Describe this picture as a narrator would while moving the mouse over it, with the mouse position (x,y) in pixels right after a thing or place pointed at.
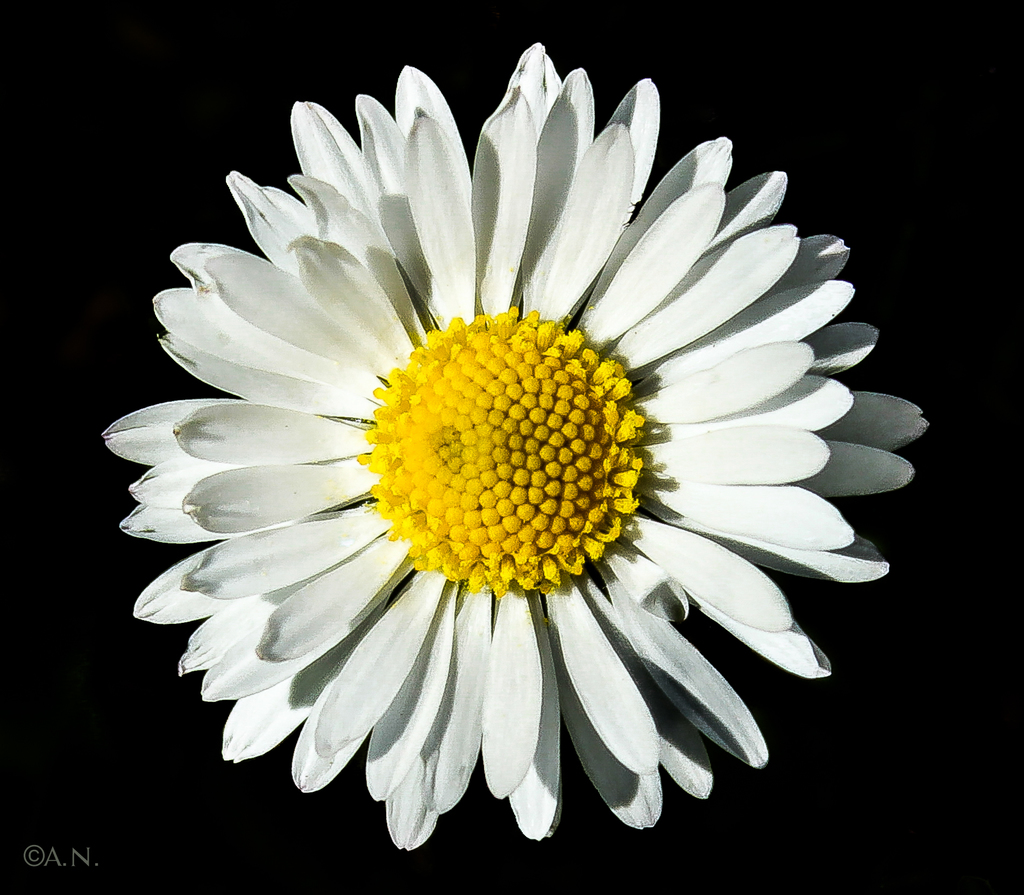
In this picture I can see white and yellow color daisy (458,461) and I can see watermark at the bottom left corner of the picture (37,850) and I can see dark background (55,832).
